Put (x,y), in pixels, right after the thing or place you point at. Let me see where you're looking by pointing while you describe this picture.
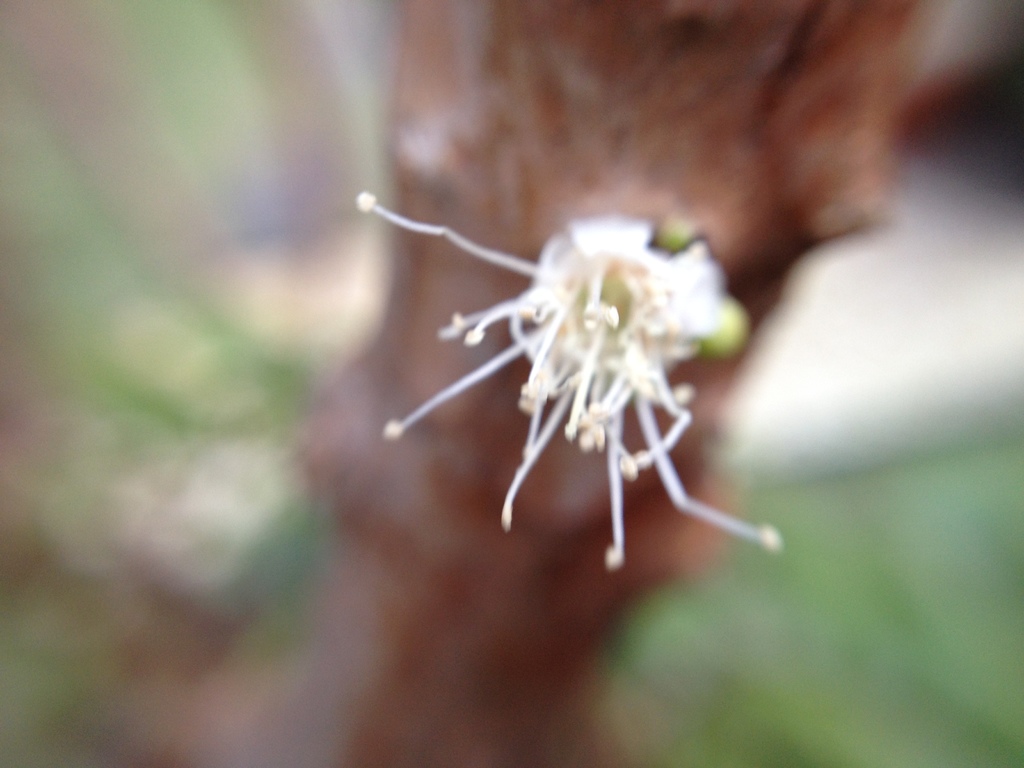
In this picture I can observe flower buds (580,314) in the middle of the picture (565,330). The background (441,255) is completely blurred.
